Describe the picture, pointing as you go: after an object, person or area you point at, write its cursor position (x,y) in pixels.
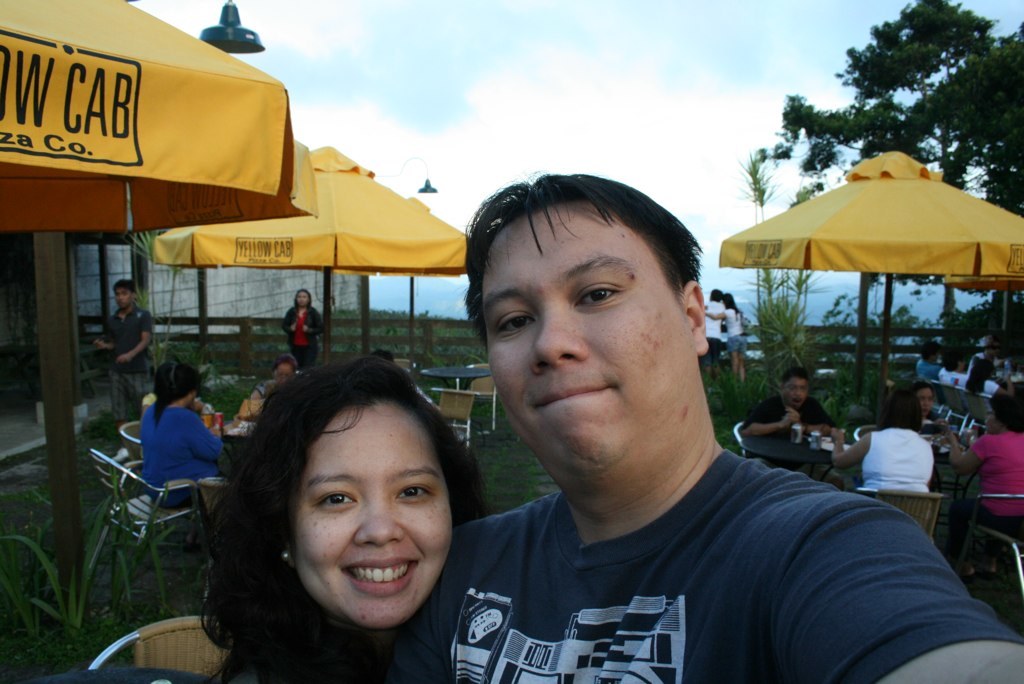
In this image we can see a few people (355,480), among them some are standing and some are sitting on the chairs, there are some tables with objects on it, we can see some tents (243,260), fence (470,341), plants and trees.
